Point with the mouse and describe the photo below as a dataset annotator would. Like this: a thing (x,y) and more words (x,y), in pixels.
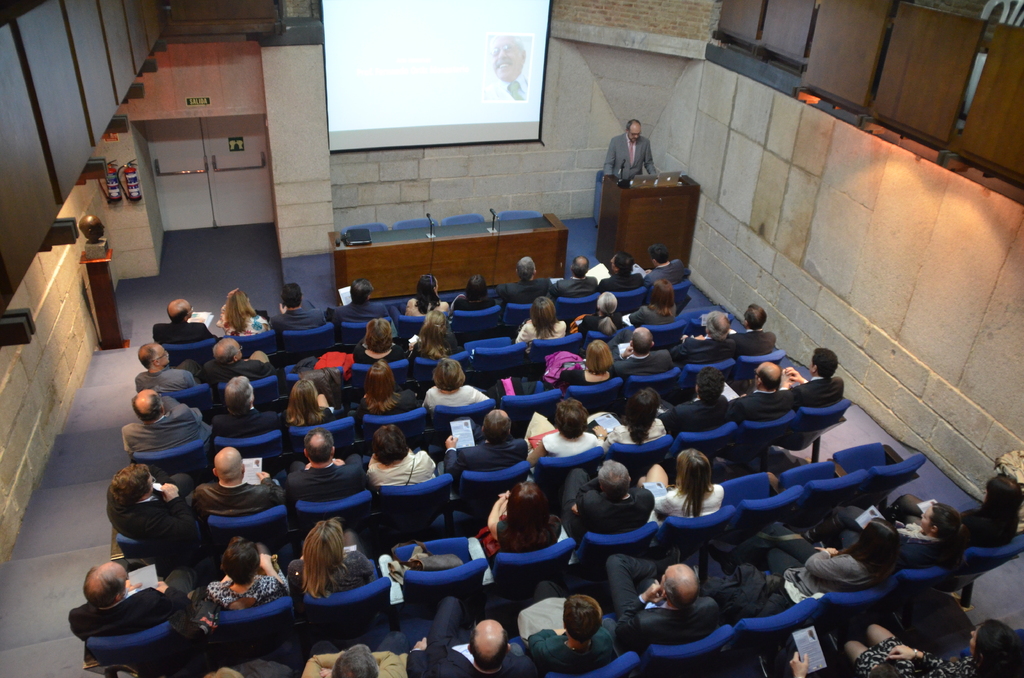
In this image in front (217,490) there are people (230,477) sitting on the chair (527,351). In front of them there is a table (397,238) and on top of the table (414,232) there are two mikes (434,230). Behind the table (472,232) there are chairs (472,217). On the right side of the image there is a person (640,158) standing in front of the dais (656,206). On top of the dais (646,216) there are two laptops (654,182) and a mike (619,180). At the backside of the image (487,176) there is a wall (289,115) and a projector screen (410,74). On the left side of the image (167,201) there are two fire extinguishers (121,178) and we can see a door (231,193). At the bottom of the image (53,522) there is a floor (73,484).
